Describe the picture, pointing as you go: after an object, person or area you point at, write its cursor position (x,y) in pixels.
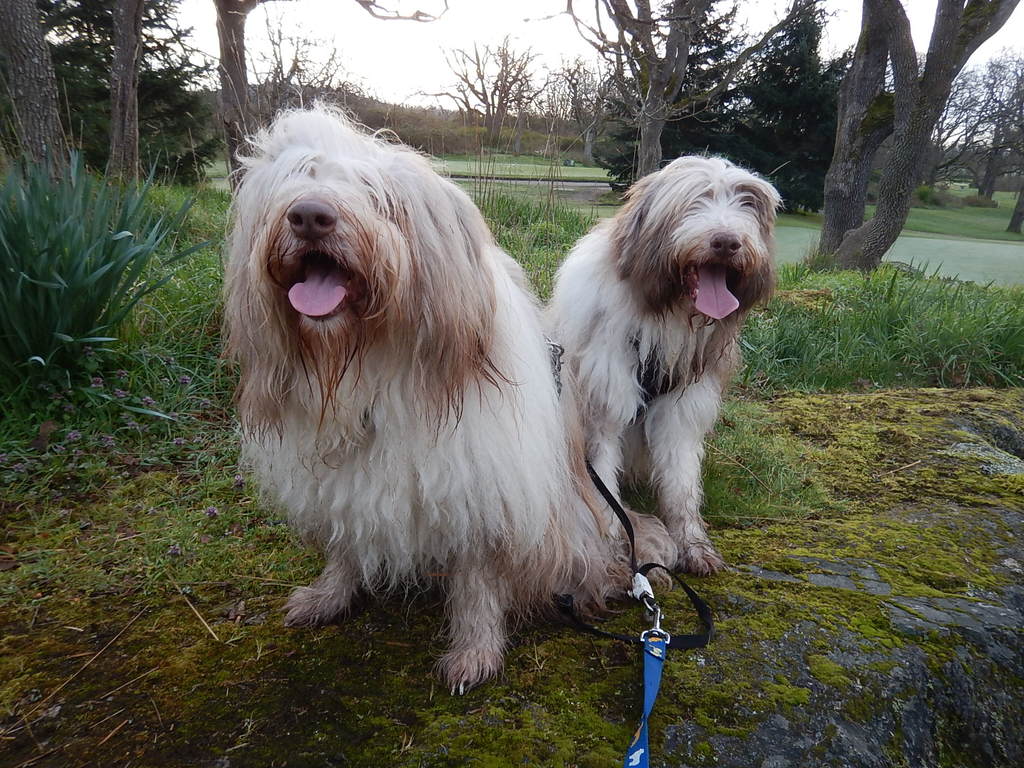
In this image we can see two dogs (381,356) which is in white and brown color which has leash (645,586) and in the background of image (549,25) there are some trees (458,114) and clear sky (359,50).
